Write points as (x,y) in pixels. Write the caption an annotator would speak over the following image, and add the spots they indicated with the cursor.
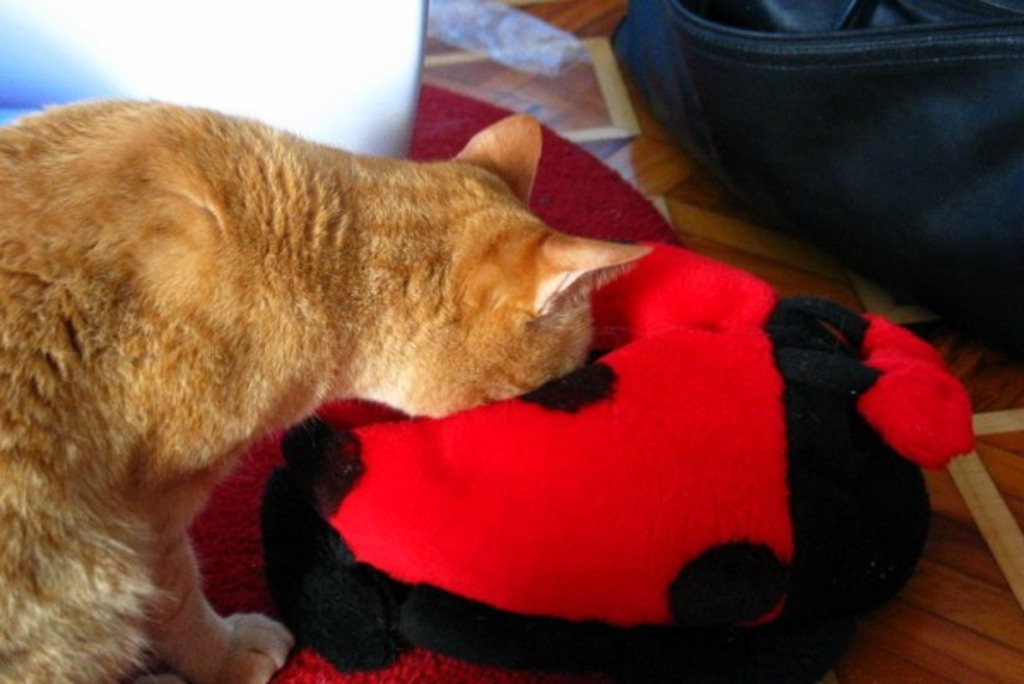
In this image I can see a cat (285,243) which is in brown and white color. In front (681,359) I can see a red and black color pillow (777,419). Back I can see red color mat (581,168) and black and white color object (776,79).
